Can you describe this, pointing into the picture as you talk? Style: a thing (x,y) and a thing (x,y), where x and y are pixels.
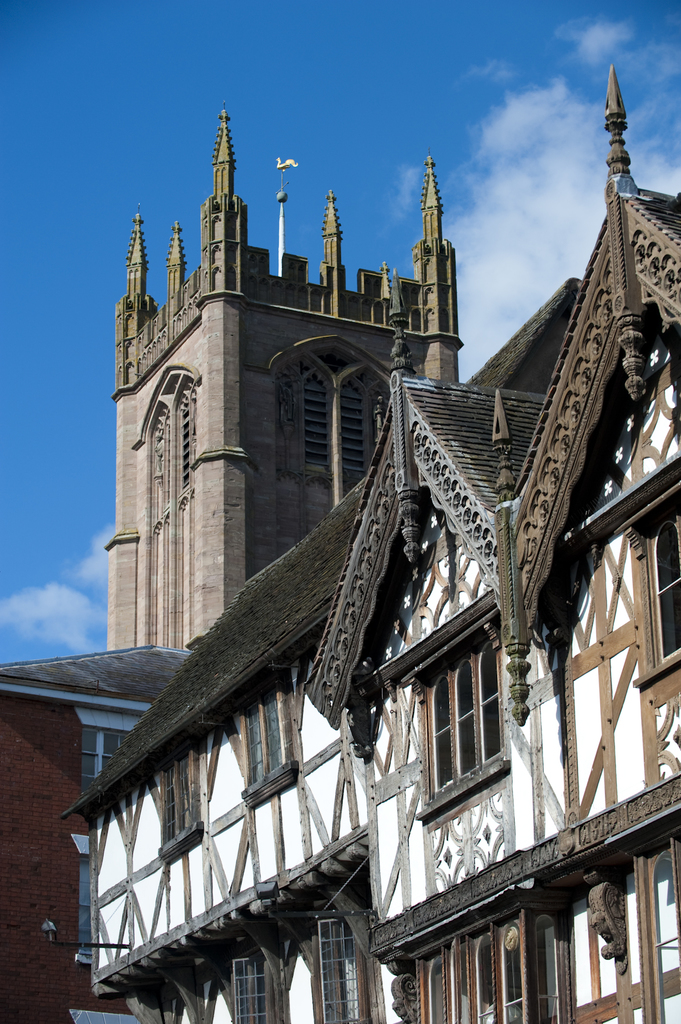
This picture contains buildings (496,681). In the background (318,487), we see a church tower (244,538). At the top of the picture (266,126), we see the clouds (461,306) and the sky (245,59), which is blue in color.
